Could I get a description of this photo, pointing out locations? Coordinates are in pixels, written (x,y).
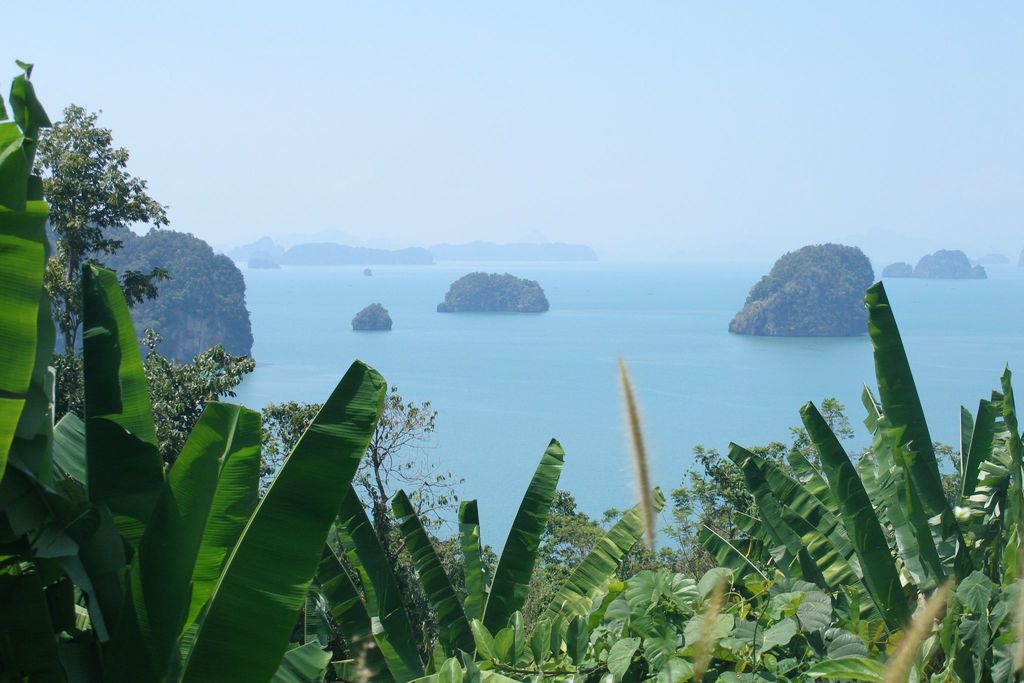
At the bottom of the image (222,487) there are trees (677,554). In the center (406,437) there is a sea (395,361). In the background (215,259) we can see a hill (320,246) and sky (442,140).
